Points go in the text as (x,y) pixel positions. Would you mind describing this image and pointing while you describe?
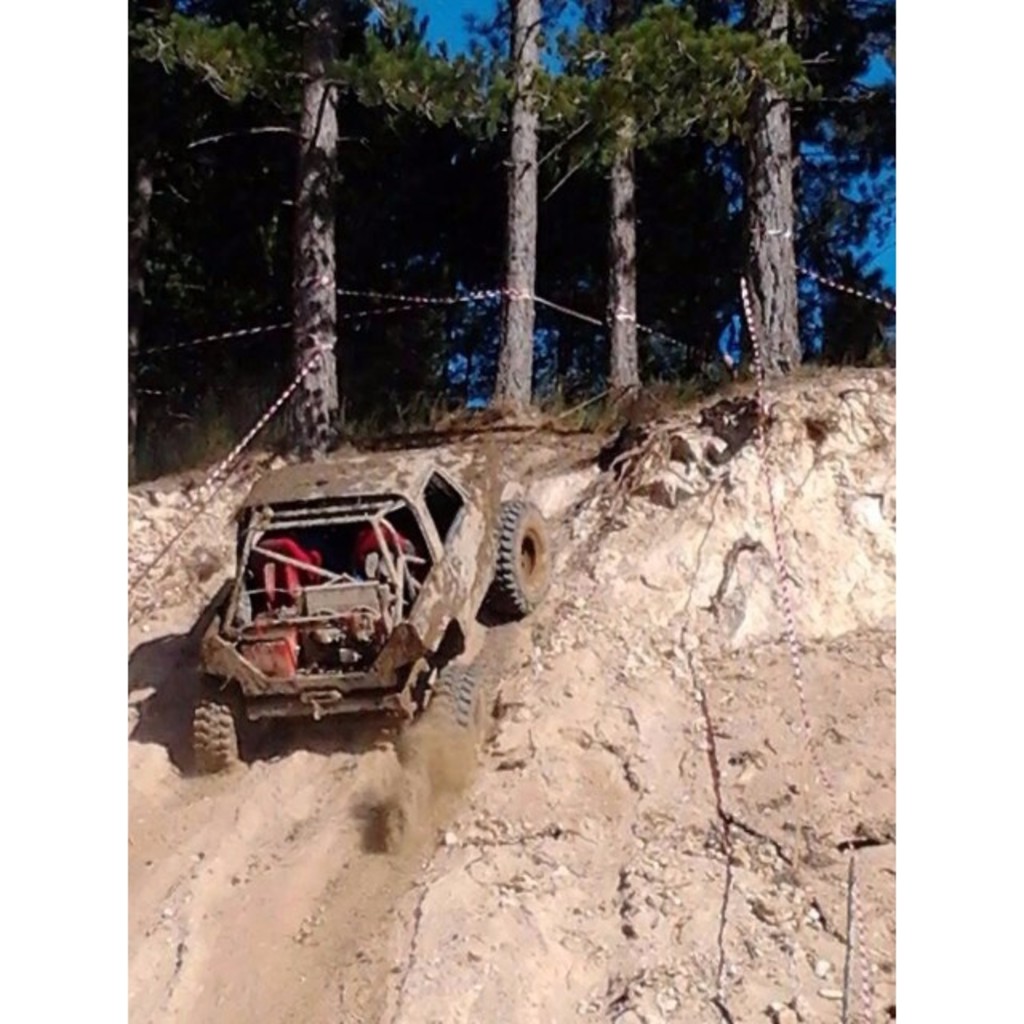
In this image we can see there is a vehicle (328,505) on the ground (512,636). In the background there are trees (409,194) and sky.
